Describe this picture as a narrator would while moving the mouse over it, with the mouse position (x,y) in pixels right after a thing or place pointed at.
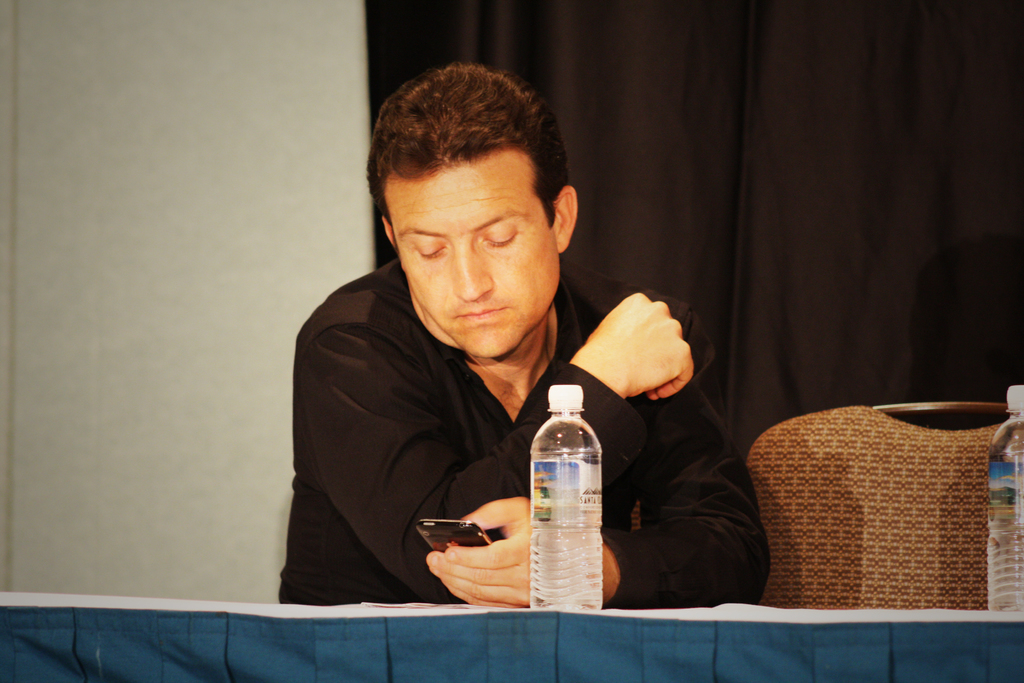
This is a picture of a man (456,372) sitting on a chair (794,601) looking to his mobile phone (460,528) in front of the man (459,495) there is a table (651,631) on the table (642,633) there is a water bottle (550,503) background of the man (413,334) is black curtain (614,94) and white wall (352,181).
